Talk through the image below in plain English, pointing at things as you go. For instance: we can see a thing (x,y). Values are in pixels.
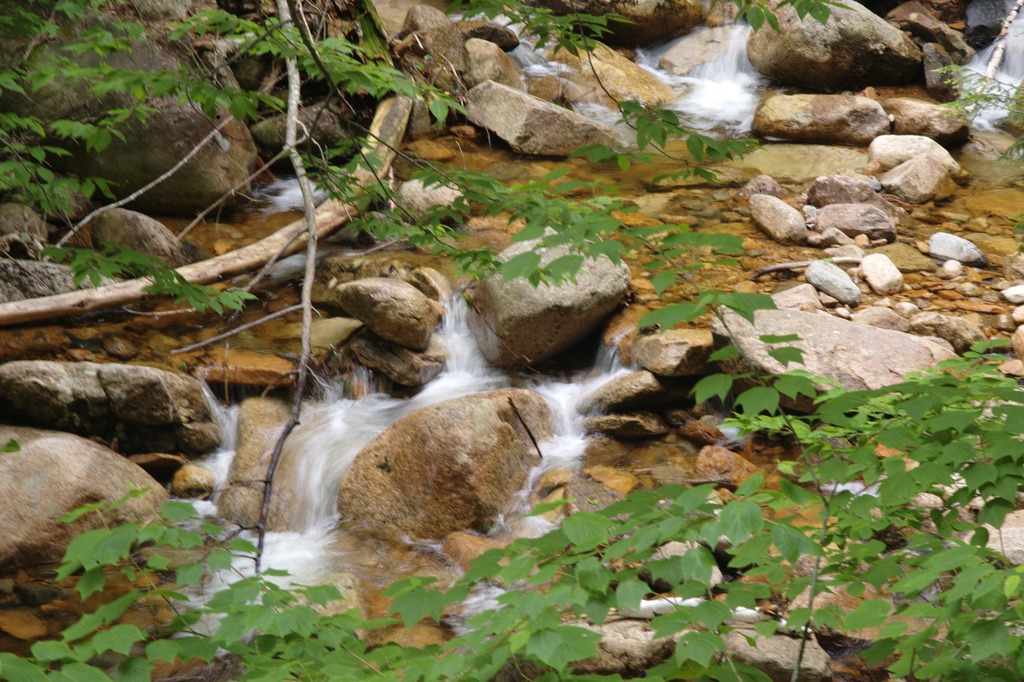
In this image we can see water (312,508), plants (911,644), and rocks (966,302).
